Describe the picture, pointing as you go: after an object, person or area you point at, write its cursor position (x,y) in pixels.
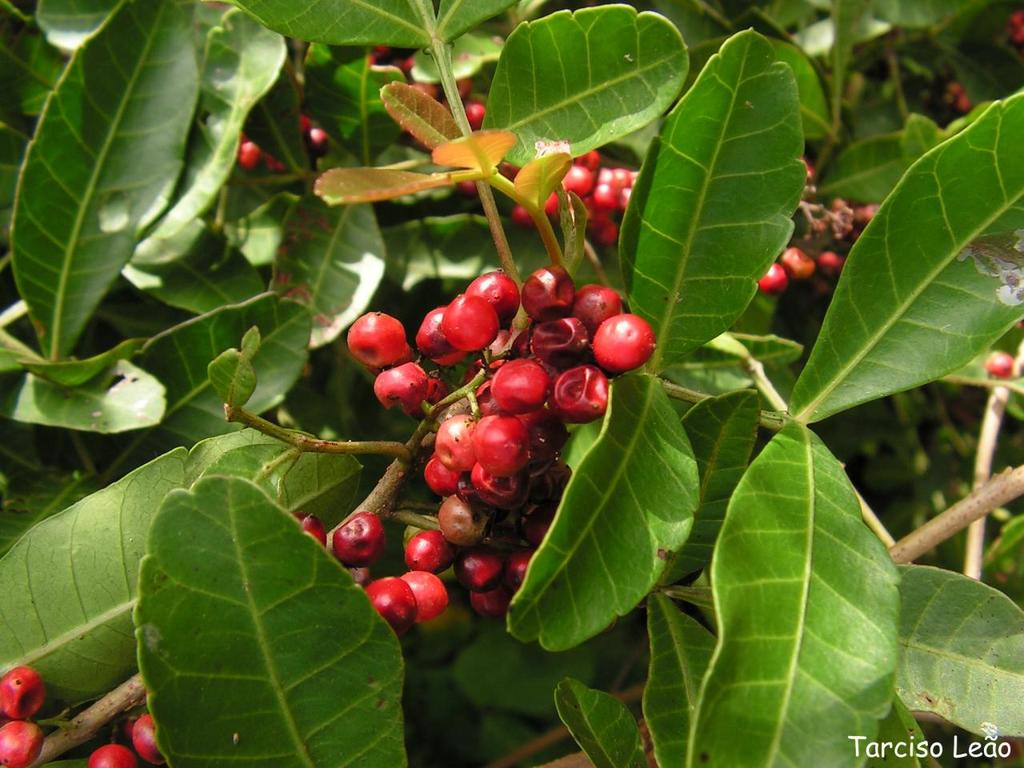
In this image there are fruits (457,444) on the plants (611,550).
